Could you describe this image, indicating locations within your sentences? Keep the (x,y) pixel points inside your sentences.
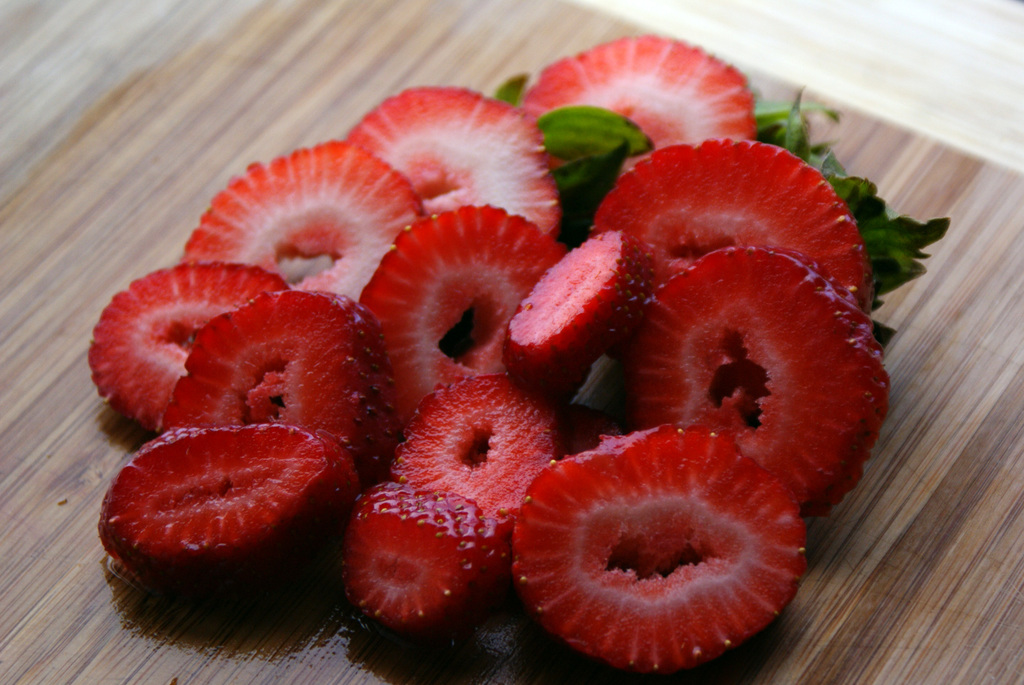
In this image we can see strawberry slices (795,344) and leaves (604,153) on the wooden plank (810,592).
